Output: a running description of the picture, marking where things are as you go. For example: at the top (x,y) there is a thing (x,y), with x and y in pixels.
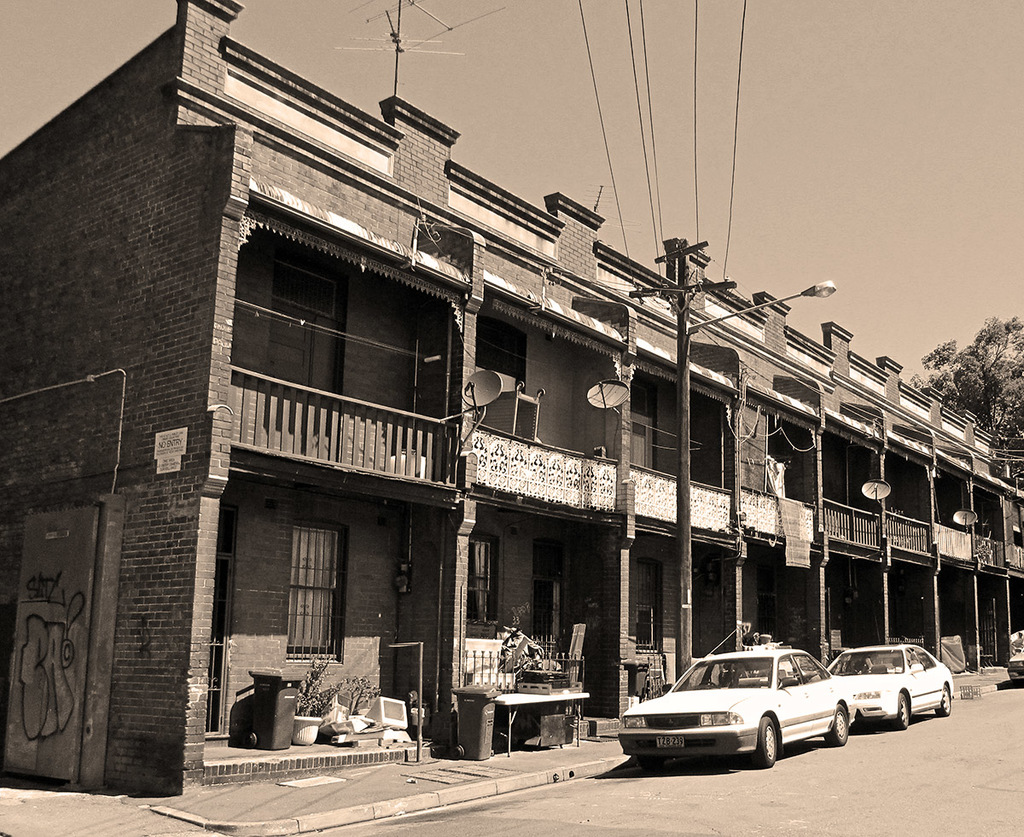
This is a black and white image. I can see two cars (833,732), which are parked. I think these are the dustbins (291,717) and flower pots (312,730) with plants (308,701). This is the building (308,359) with windows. I can see a current pole (690,288) with current wires (696,235) hanging. This looks like a street light (767,303). Here is the tree (975,370). I think these are the antennas (609,403).
